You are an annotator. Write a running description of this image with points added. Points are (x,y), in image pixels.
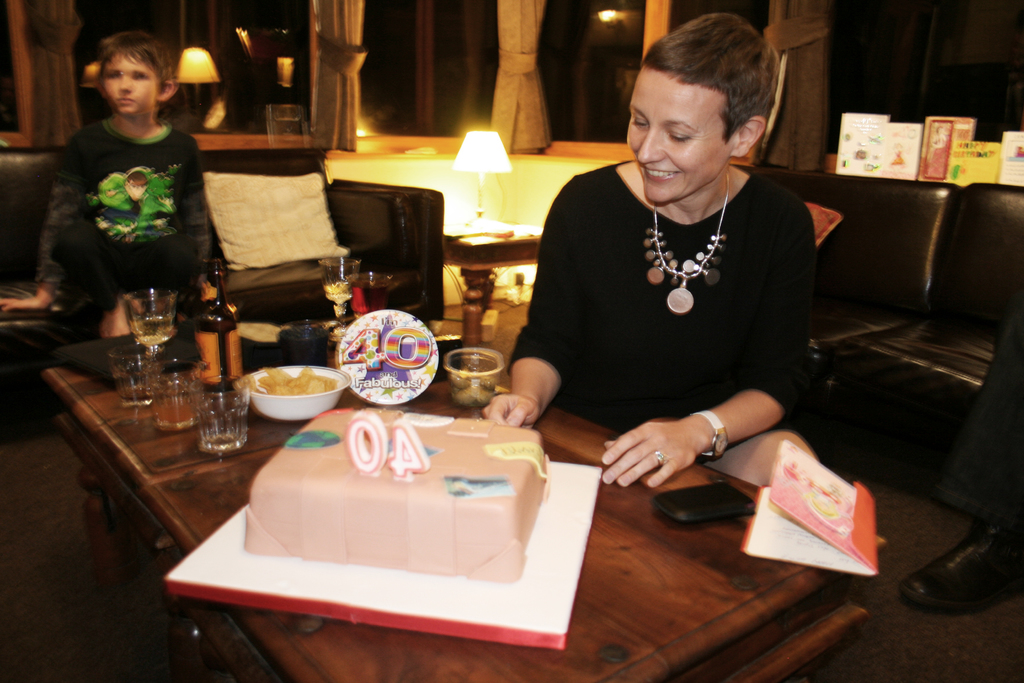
On this table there is a cake (389,477), bowl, glasses (131,315), book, mobile (715,505), card (402,356) and bottle (211,334). This boy (181,213) is sitting on a couch (293,252). On this table (466,237) there is a lantern lamp (476,155). This woman (668,272) wore black dress (731,292) and smiles.
